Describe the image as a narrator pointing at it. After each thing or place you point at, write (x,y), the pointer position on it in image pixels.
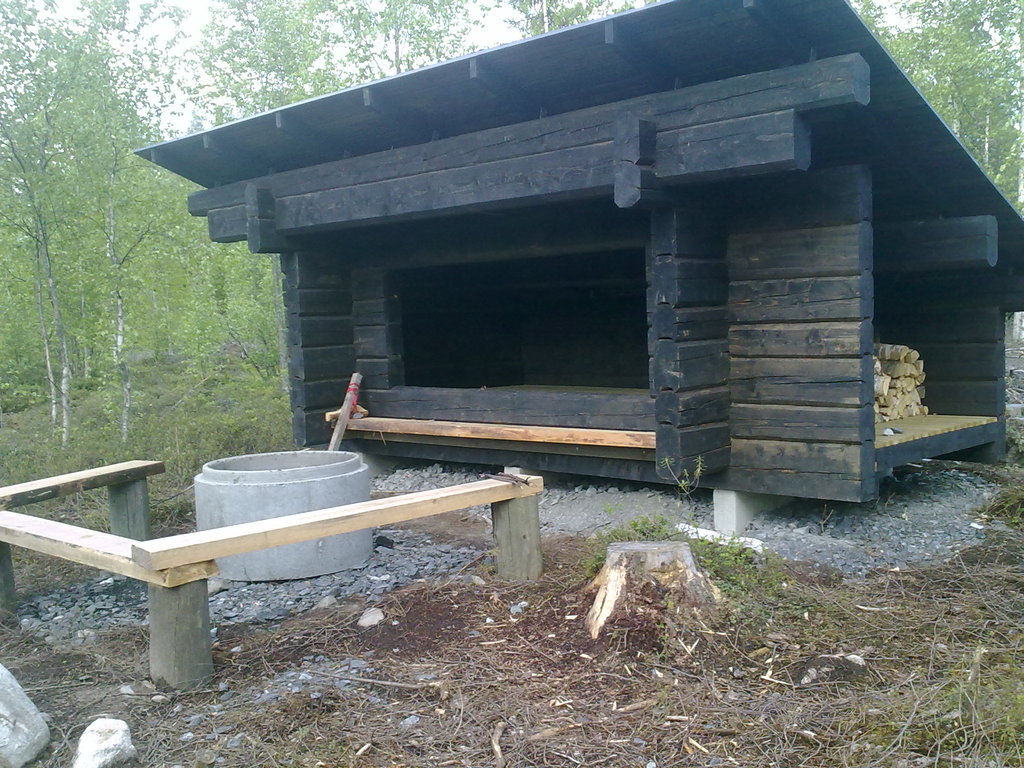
In this image there is a shelter (720,345) with wooden logs (891,389) inside. In front of the shelter (870,365) there is a cylindrical concrete structure (295,512). Around the structure (235,560) there is a wooden bench (209,617). There are rocks (45,715). In the background of the image (134,266) there are trees (60,127) and sky (153,88).
